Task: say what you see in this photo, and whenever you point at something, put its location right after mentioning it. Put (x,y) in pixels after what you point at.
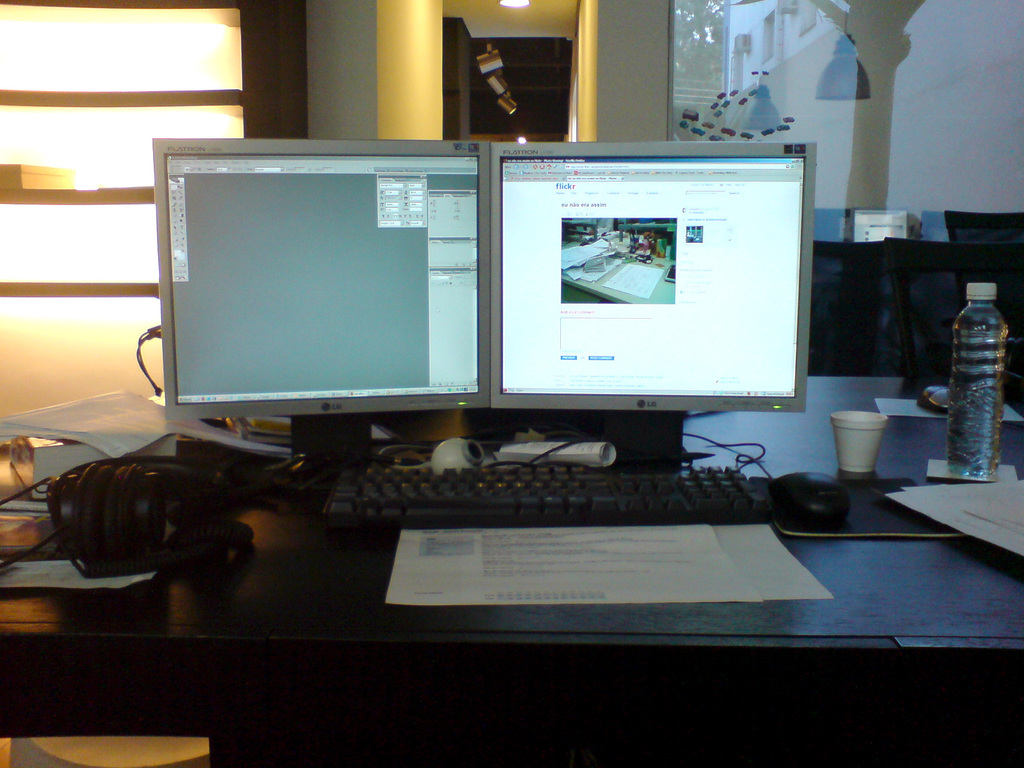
This picture consists of a table (811,448), on the table (817,460) I can see system (807,366), keyboard (454,496), bottle (997,432), paper (960,491), small cup (841,429) and some other objects (64,460) kept on it and a mouse (811,494) visible beside the key board (370,491), and there is a wall (442,45) and a glass window (787,116) visible back side of the system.
